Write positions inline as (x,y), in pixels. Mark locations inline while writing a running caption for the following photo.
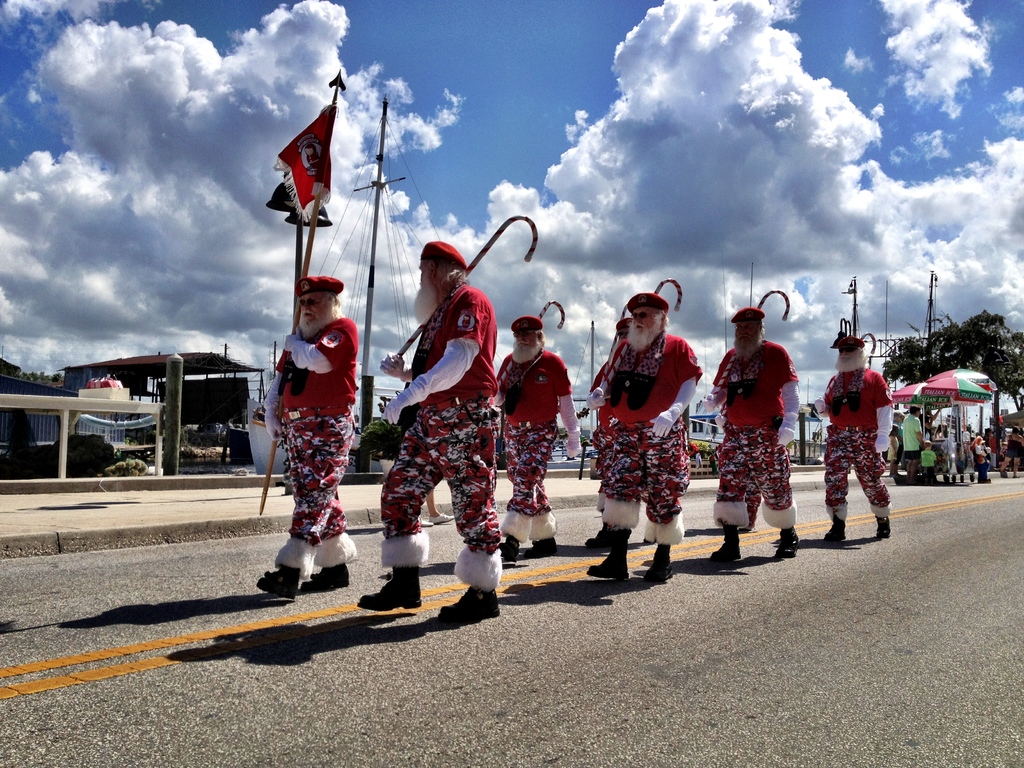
In this image, we can see a group of people (837,417) are wearing costumes (423,479) and holding sticks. They are walking on the road (495,677). Background (1002,391) we can see shed (244,404), poles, trees (1019,352), stalls (969,394), people (1000,443) and cloudy sky (365,255).
